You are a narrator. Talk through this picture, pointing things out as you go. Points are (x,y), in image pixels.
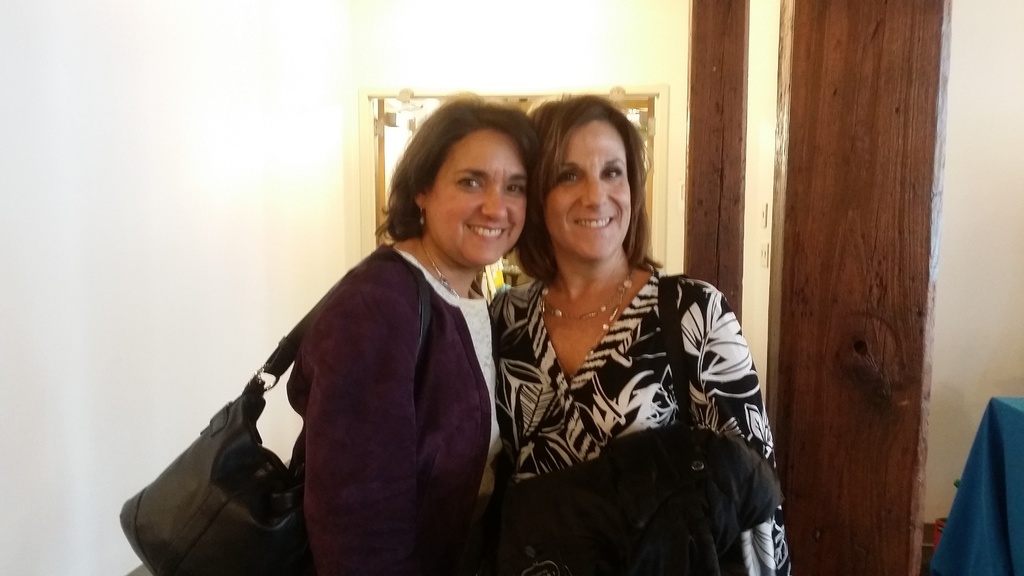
In this image we can see few people (545,397) and they are wearing bags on their shoulders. A lady (576,344) is holding some object (628,496) at the right side of the image (713,491). There is an object (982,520) at the left side of the image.
